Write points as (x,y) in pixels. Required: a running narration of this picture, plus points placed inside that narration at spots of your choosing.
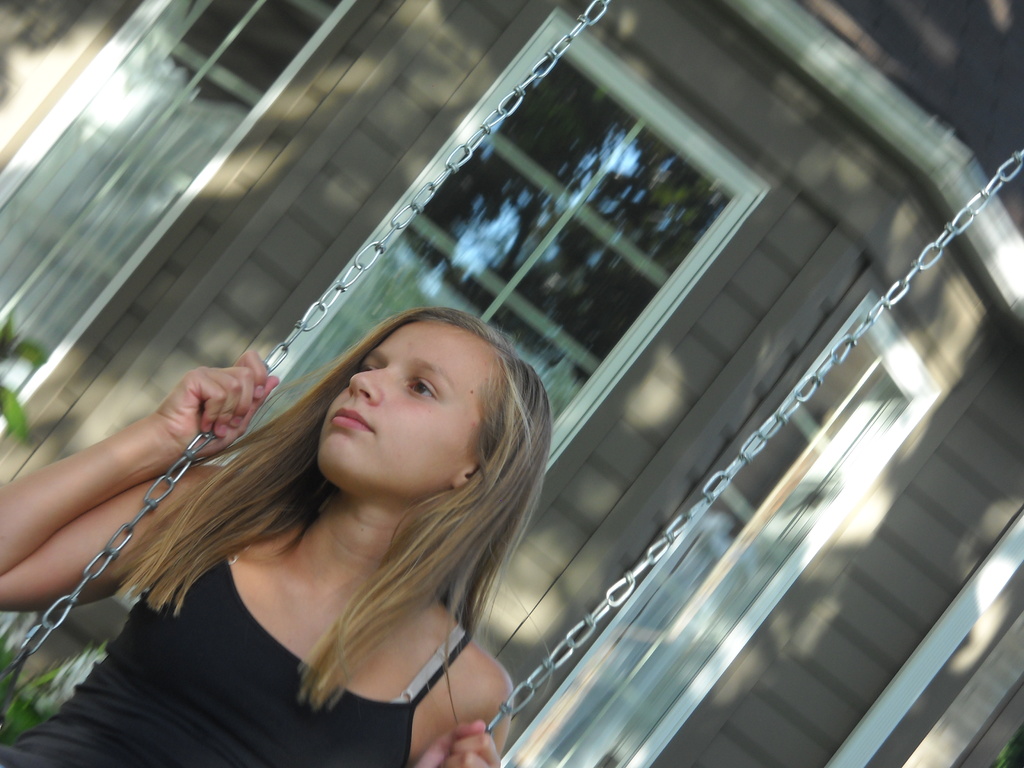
In this picture I can observe a girl (268,588) wearing black color dress (207,689). In the background (467,114) I can observe house (620,241).
